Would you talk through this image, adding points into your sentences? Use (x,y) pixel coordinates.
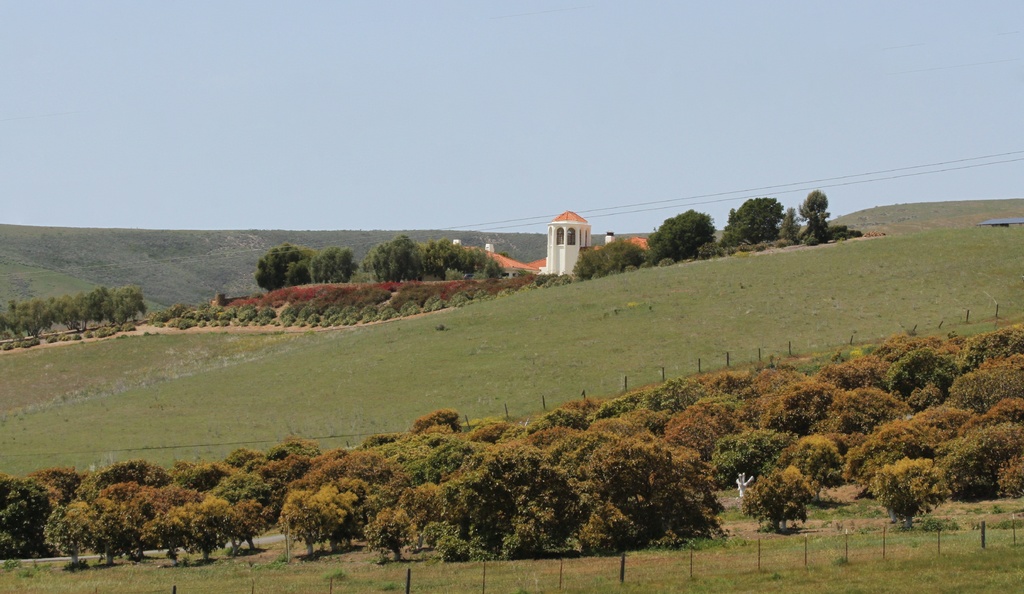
In this picture, we can see the ground (385,369) with grass (943,531), plants (354,484), trees (605,264), and we can see buildings (498,261), poles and the sky (456,128).
